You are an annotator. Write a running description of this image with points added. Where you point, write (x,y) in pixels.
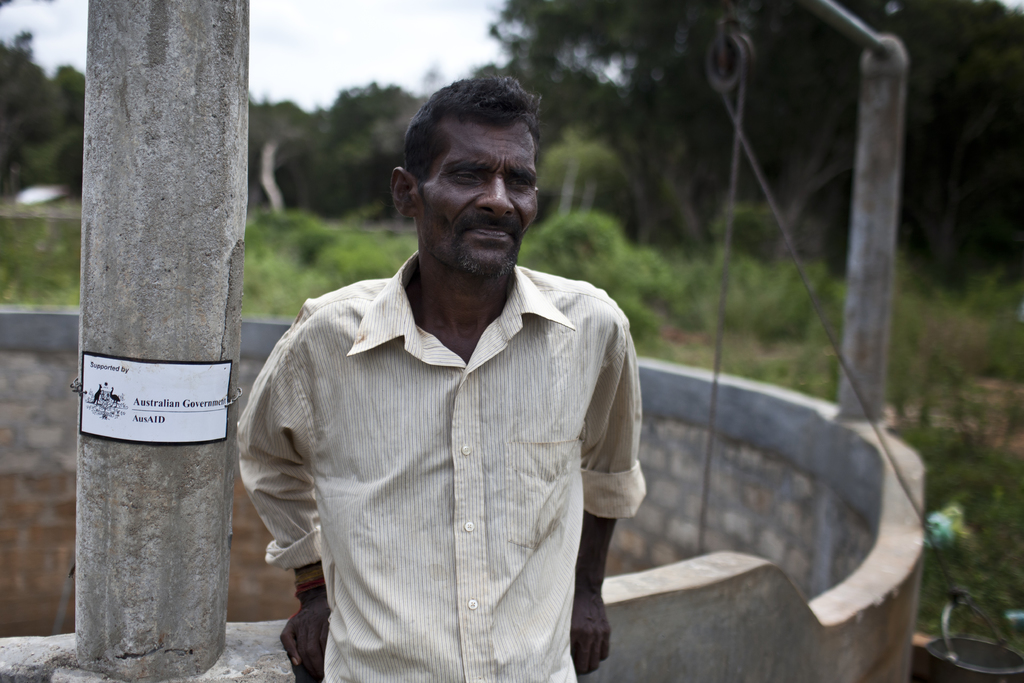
In this image I can see the person (524,562) standing and the person (436,513) is wearing white color shirt (436,513), background (681,481) I can see a cement pole (230,468) and the well (740,506) and I can see the trees (583,150) in green color and the sky (305,40) is in white color.
